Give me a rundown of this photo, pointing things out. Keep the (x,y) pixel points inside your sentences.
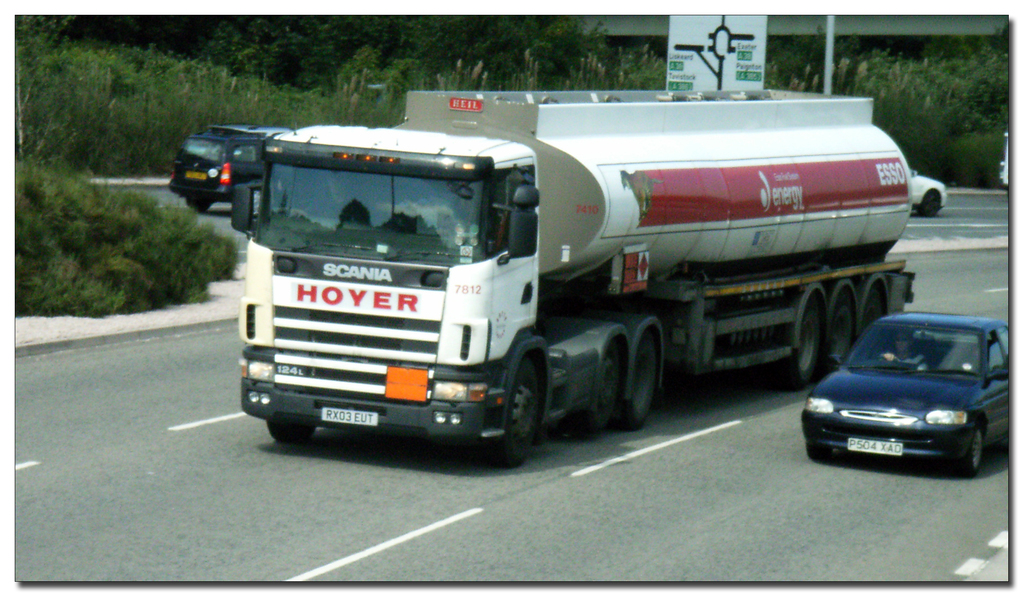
In this picture we can see vehicles (701,366) on the road (477,469) and in the background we can see trees (992,48), pole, direction board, wall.
